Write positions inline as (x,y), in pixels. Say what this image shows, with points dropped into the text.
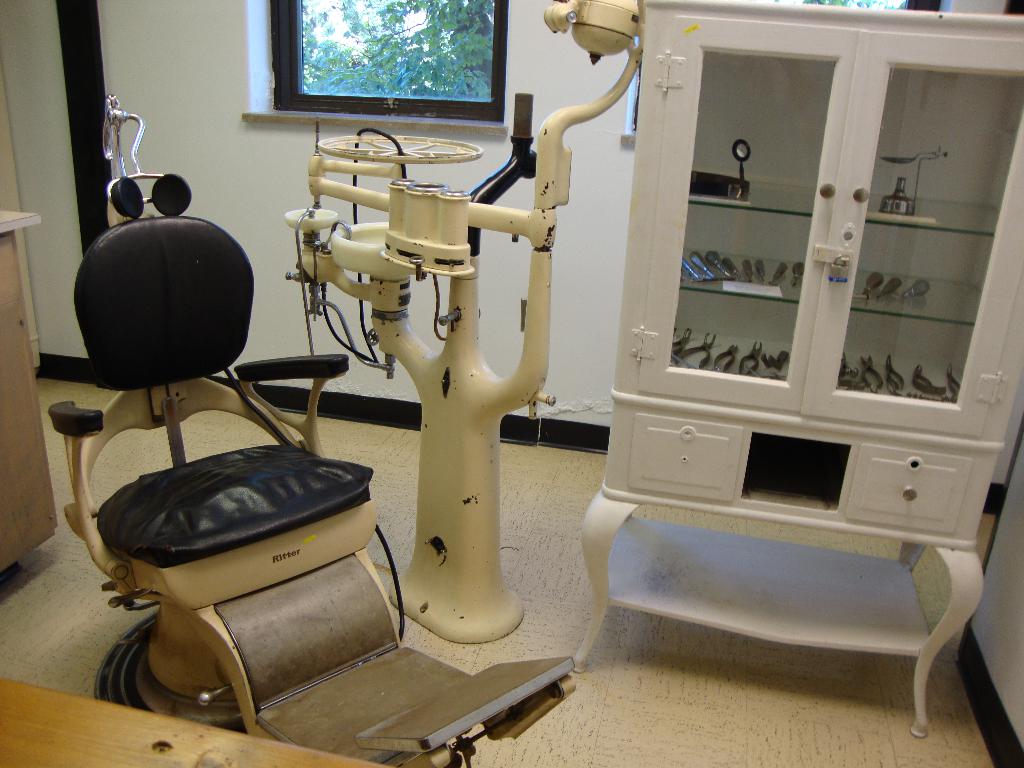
In this picture there is a inside view the dentist clinic (242,221). In the front (350,542) there is a black and white color chair (314,491). Beside there is a cleaning machine (453,273) and white wardrobe (727,541) with some tools (722,362). In the background (614,265) we can see a white wall (265,162) and a glass window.
